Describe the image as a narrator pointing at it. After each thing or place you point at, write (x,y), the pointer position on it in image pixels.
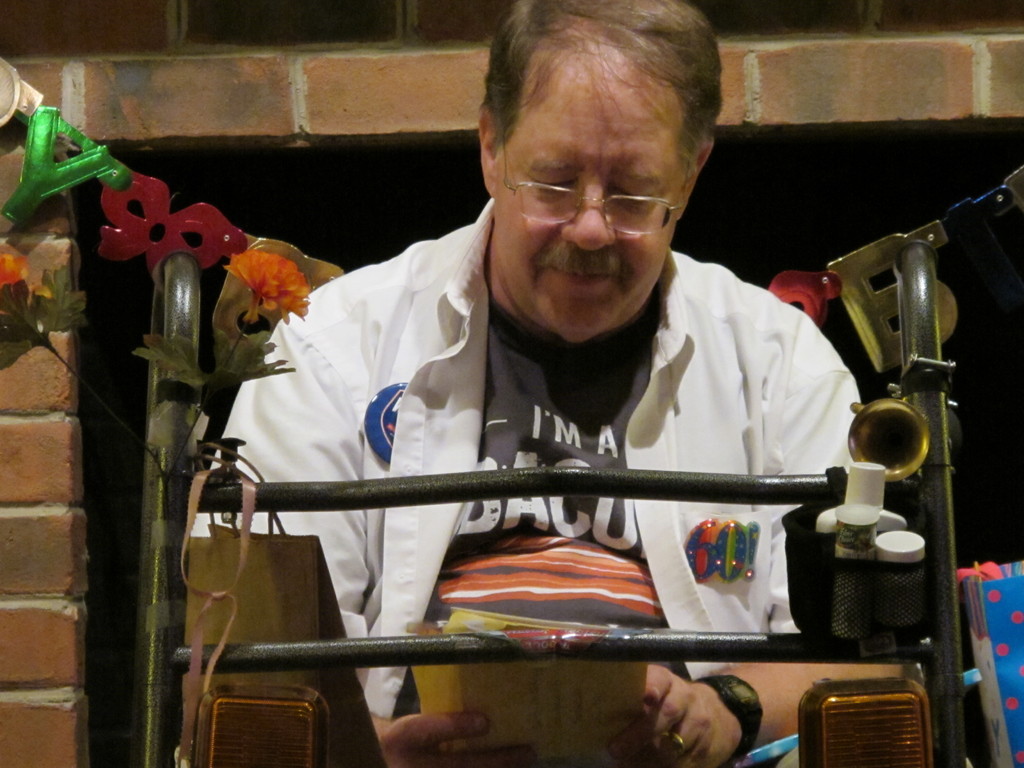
In this picture we can see a person (645,426), he is wearing a spectacles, watch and holding an object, here we can see a wall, decorative objects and some objects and in the background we can see it is dark.
